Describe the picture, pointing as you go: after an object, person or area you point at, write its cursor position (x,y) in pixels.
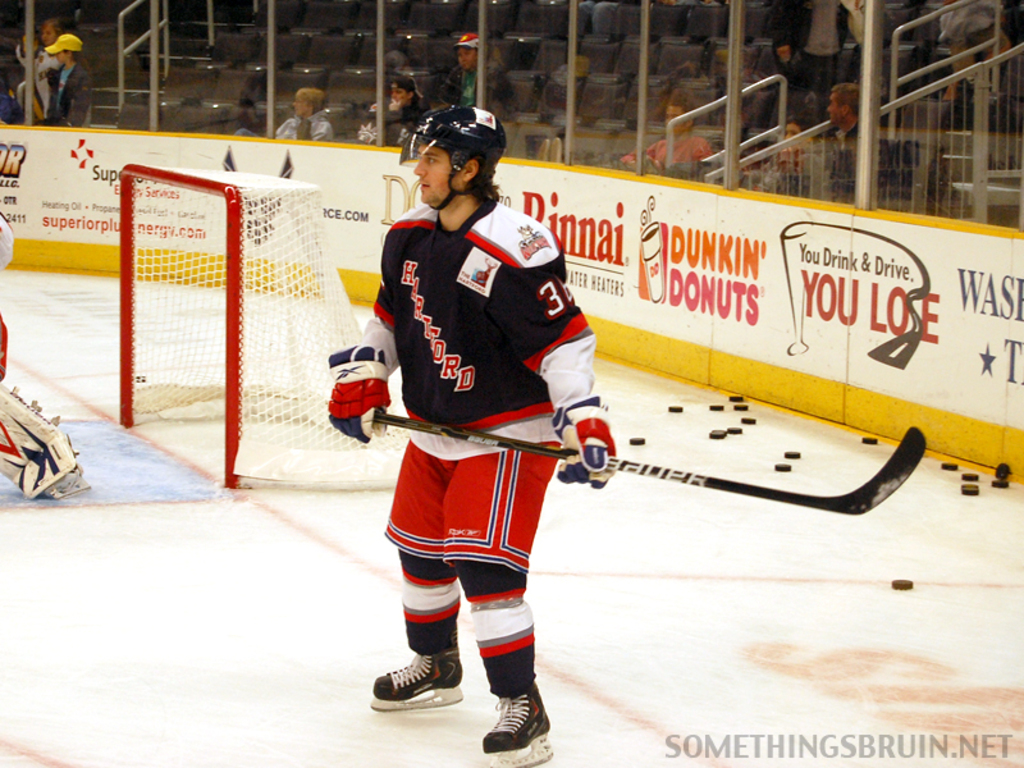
In the picture we can see a man (420,631) holding a hockey stick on the play floor (91,597) and he is with sportswear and helmet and beside him we can see a net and behind him we can see a wall (684,243) with advertisements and behind it, we can see many people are sitting on the chairs (418,15) and beside them we can see a railing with steps (116,102).
